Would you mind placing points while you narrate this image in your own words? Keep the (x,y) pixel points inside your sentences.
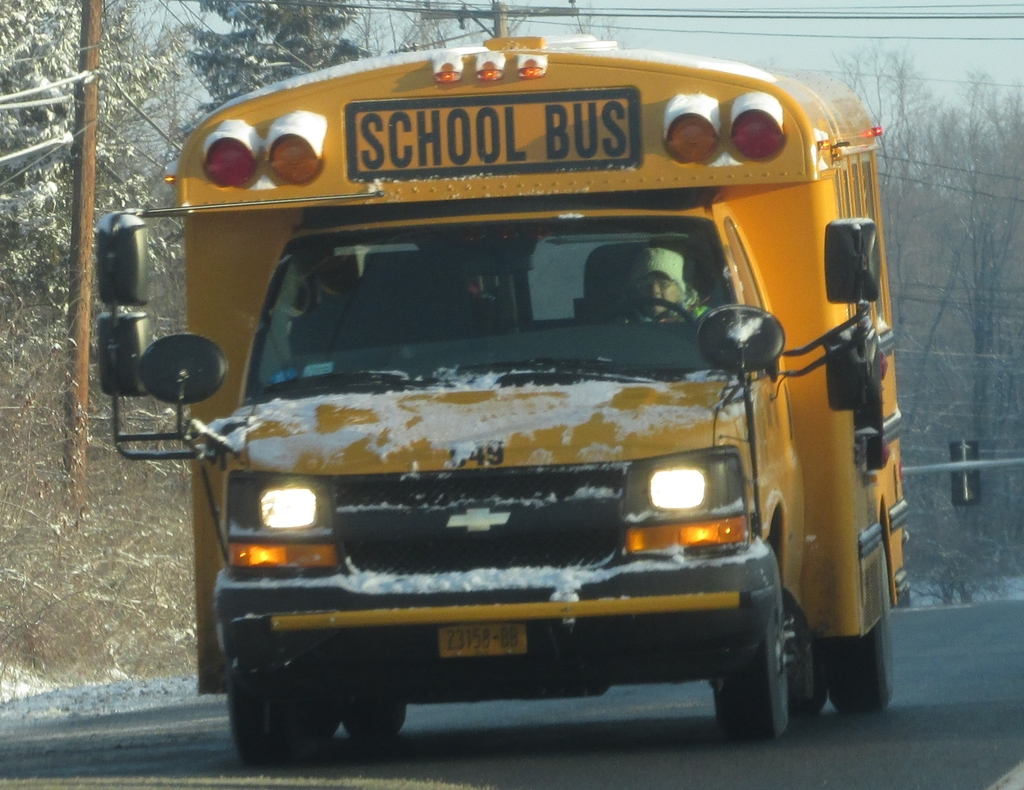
In this image there is a bus (852,554) on a road (645,764), in the background (957,144) there are trees (1022,386), wires (889,37) and poles (87,53).
